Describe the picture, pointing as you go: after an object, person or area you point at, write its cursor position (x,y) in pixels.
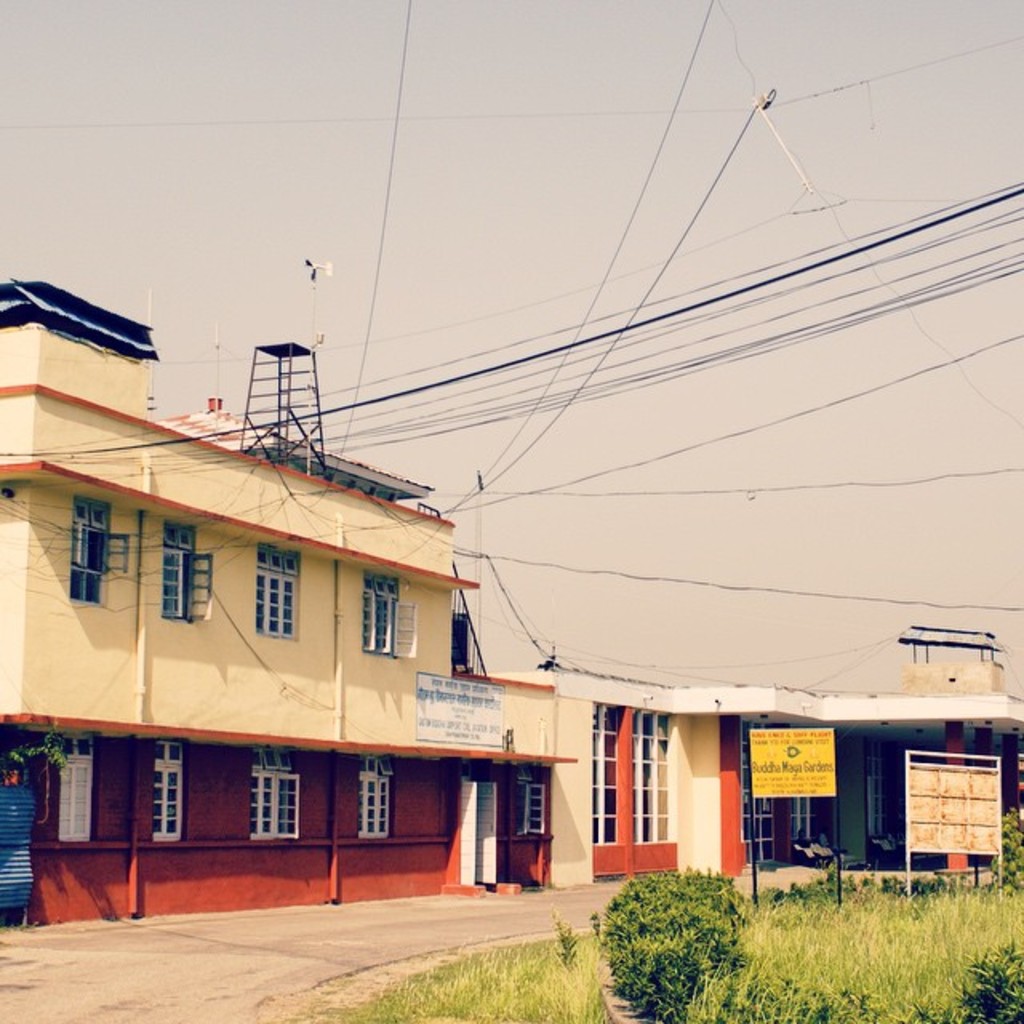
In this image I can see grass (973,941) and a road (262,1002) in the front (418,962). On the right side of this image (816,745) I can see few boards (955,794) and on it I can see something is written. In the background (410,862) I can see few buildings (399,789), the sky (265,157) and in the centre of this image (582,477) I can see number of wires (643,365).
